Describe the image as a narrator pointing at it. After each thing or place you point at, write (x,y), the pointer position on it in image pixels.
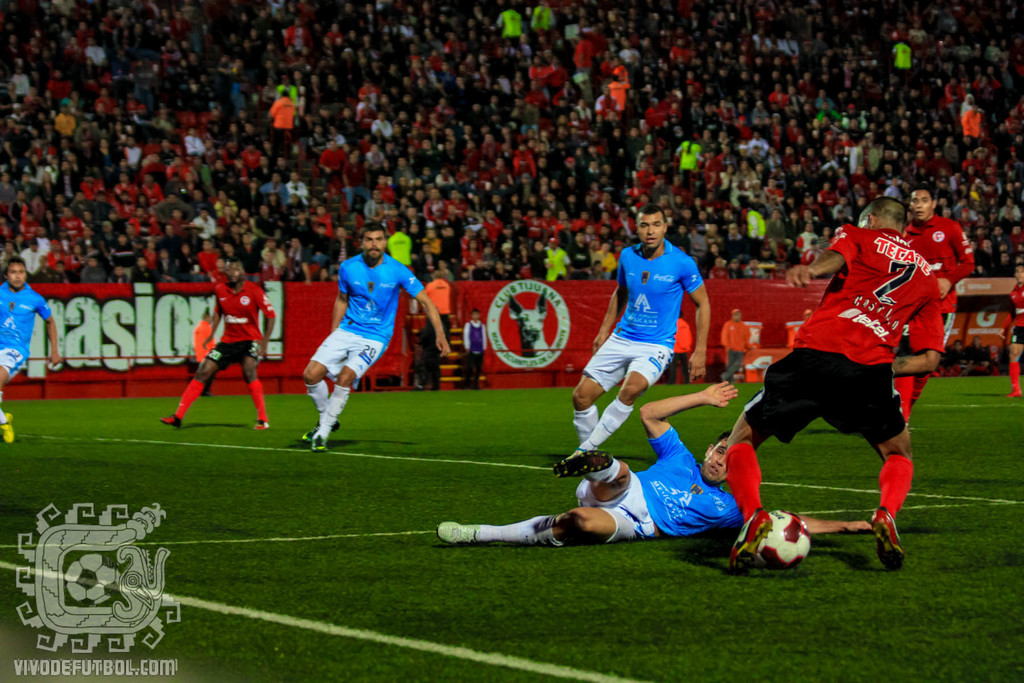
In this image I can see a stadium (562,283). In the stadium (458,396) there are the people (582,433) playing the football. To the back of them there is a banner (573,354) and the stairs (455,331). In the background (446,108) there are group of people (483,132) sitting inside the stadium (594,144).
